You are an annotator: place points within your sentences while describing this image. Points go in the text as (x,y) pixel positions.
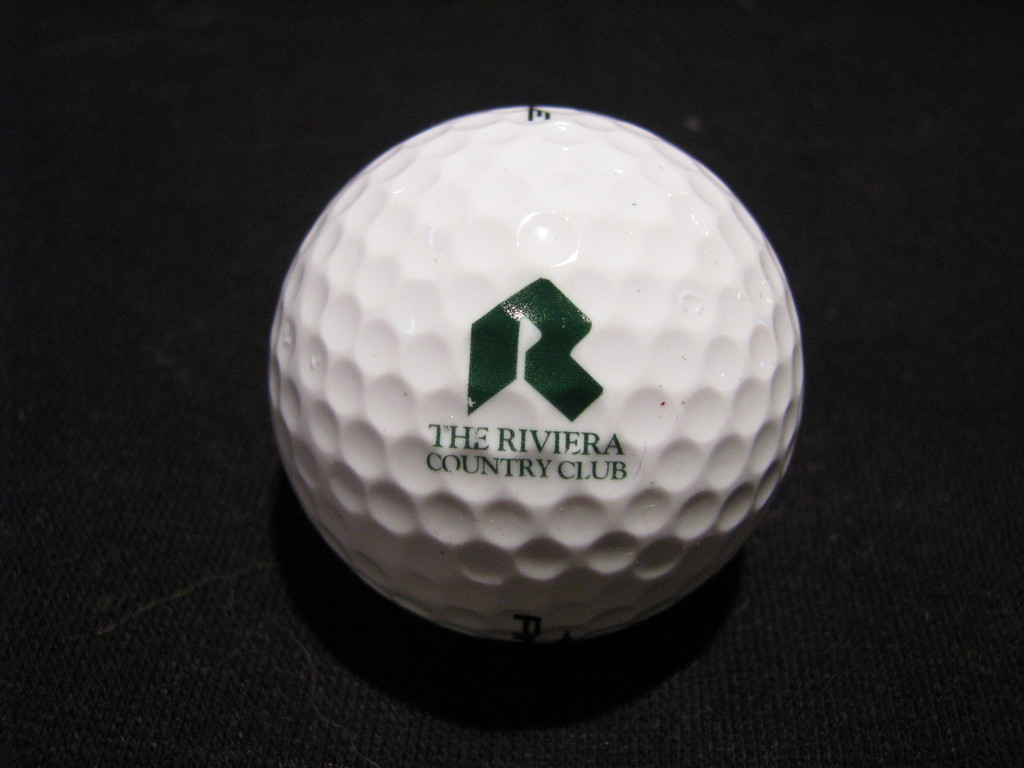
In the image, there is a white ball (461,273) and the background of the ball (683,253) is black.
